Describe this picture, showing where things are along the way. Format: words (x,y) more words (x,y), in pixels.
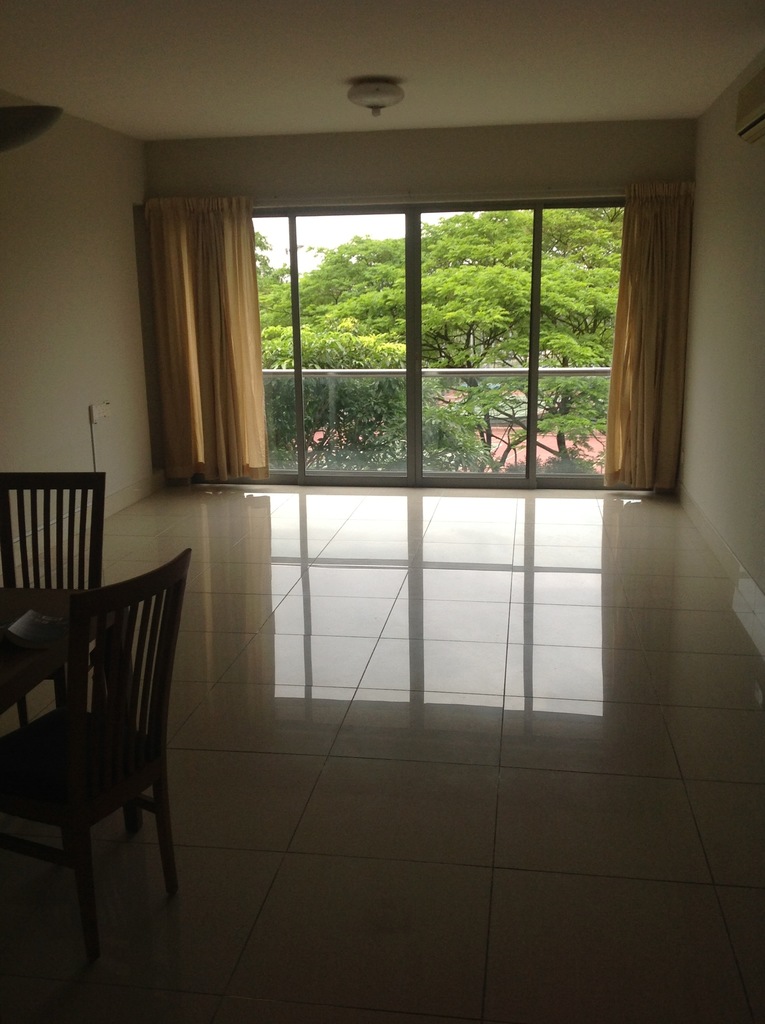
This is an inside view of a room (103,878). There are few chairs (106,717) on the left side (109,680). We can see a device (756,124) on the wall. There are few curtains (628,245) and some trees (394,417) in the background (375,409).
